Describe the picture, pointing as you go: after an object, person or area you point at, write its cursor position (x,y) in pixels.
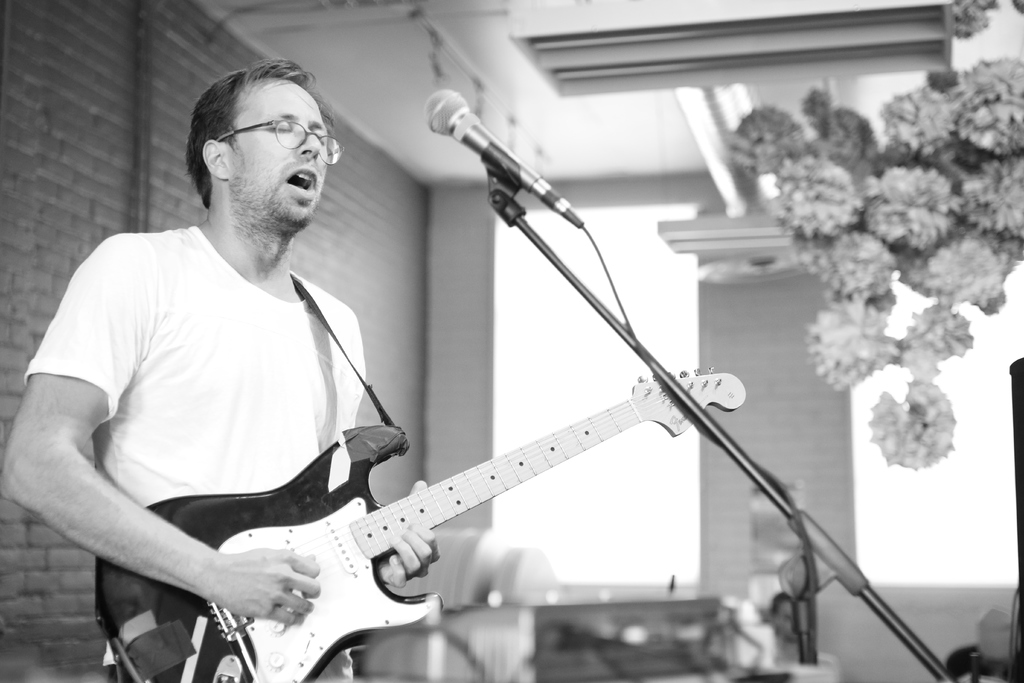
The image is of black and white, a man (263,432) is standing in front of mic (441,108), he is wearing guitar (339,522) and playing the guitar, he is also singing a song to his left side there are two windows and hanging flowers (793,205), in the background (70,57) there is a brick wall (129,134).
